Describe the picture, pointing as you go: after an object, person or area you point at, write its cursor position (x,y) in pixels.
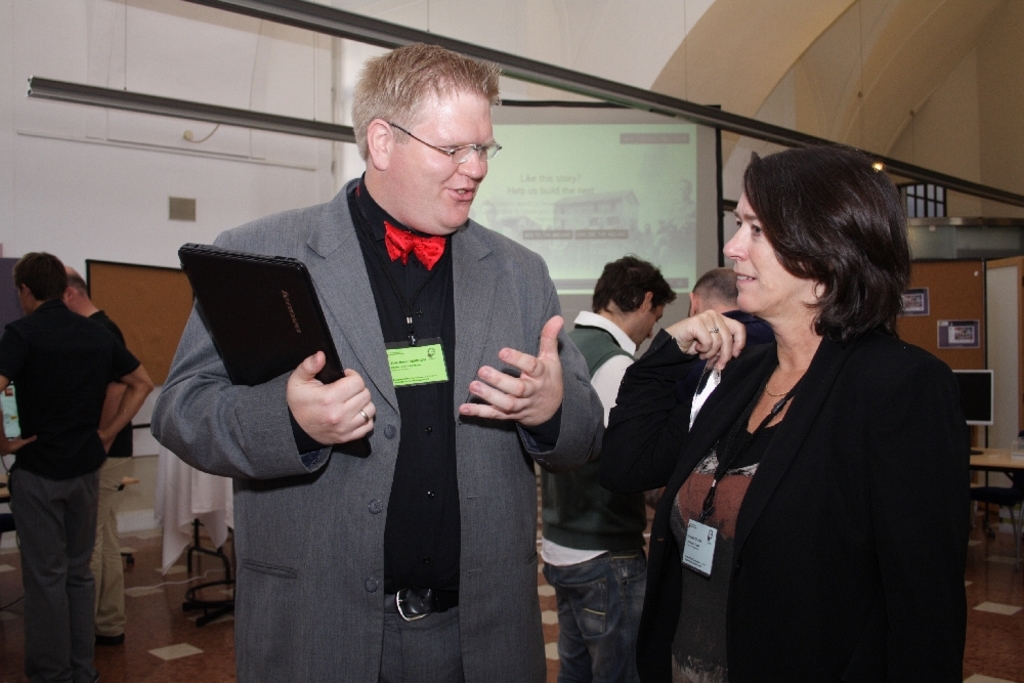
This image consists of a man (436,314) and a woman (855,506) talking. Both are wearing suits (243,434). In the background (57,573), there are many people (64,450) and a screen (604,264). It looks like a hall (988,35). At the bottom (172,650), there is a floor (153,662).
